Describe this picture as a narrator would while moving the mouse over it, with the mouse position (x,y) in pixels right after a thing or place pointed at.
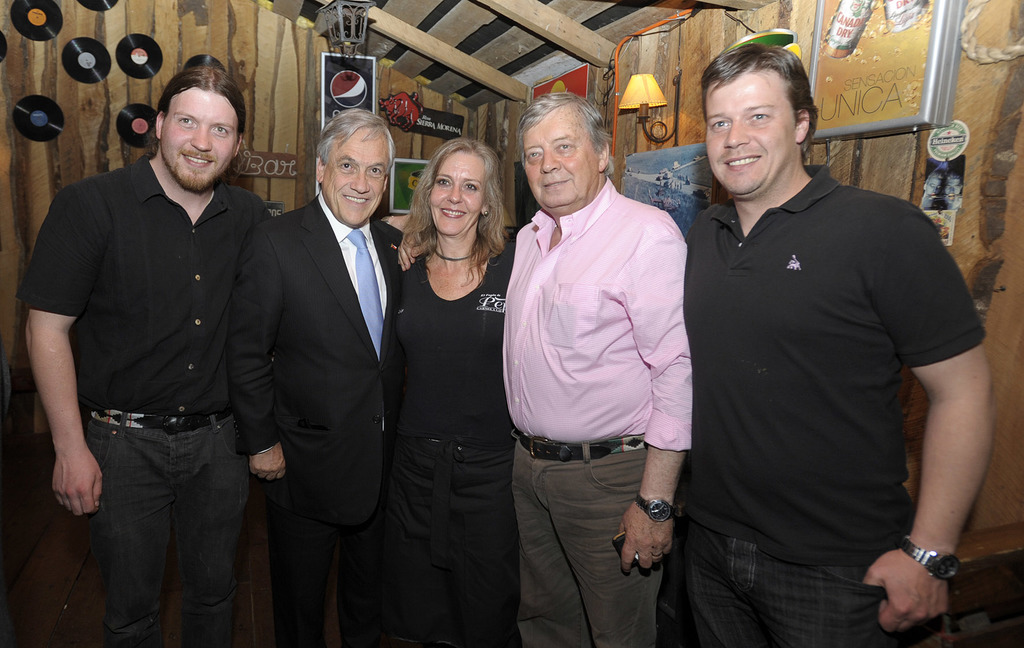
As we can see in the image there is wall (263,95), group of people (283,299) standing, lamp (344,40) and posters (370,110).
